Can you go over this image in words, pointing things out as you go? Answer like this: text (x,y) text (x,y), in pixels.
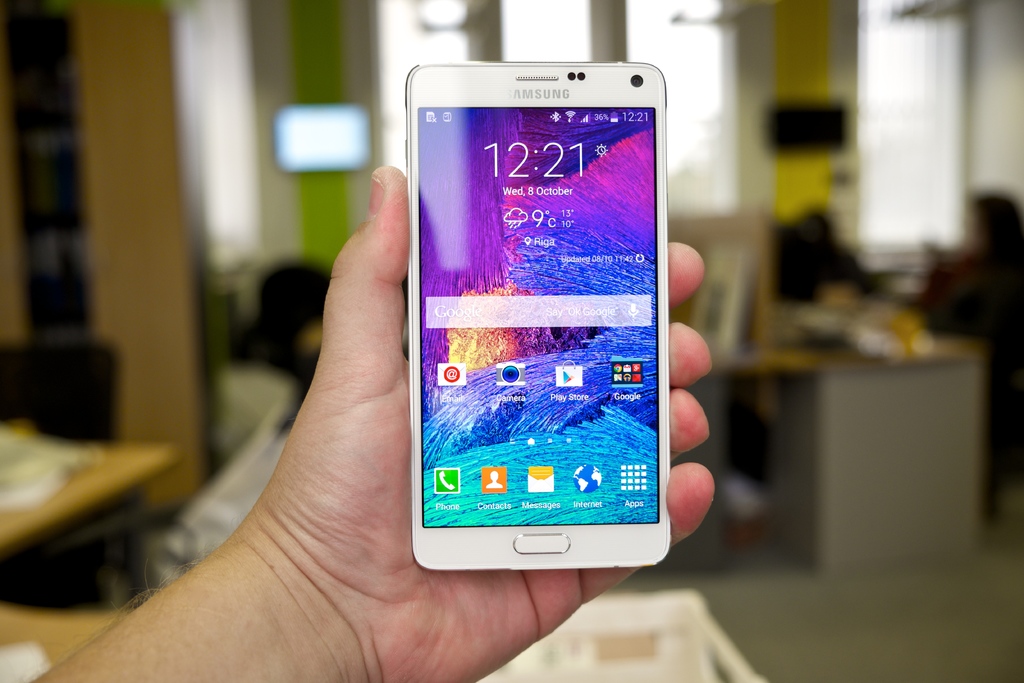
In this image I can see there is a person (581,589) holding a smartphone (491,410) and there are a few icons (444,480) on the screen (504,268). The background of the image (332,45) is blurred.
